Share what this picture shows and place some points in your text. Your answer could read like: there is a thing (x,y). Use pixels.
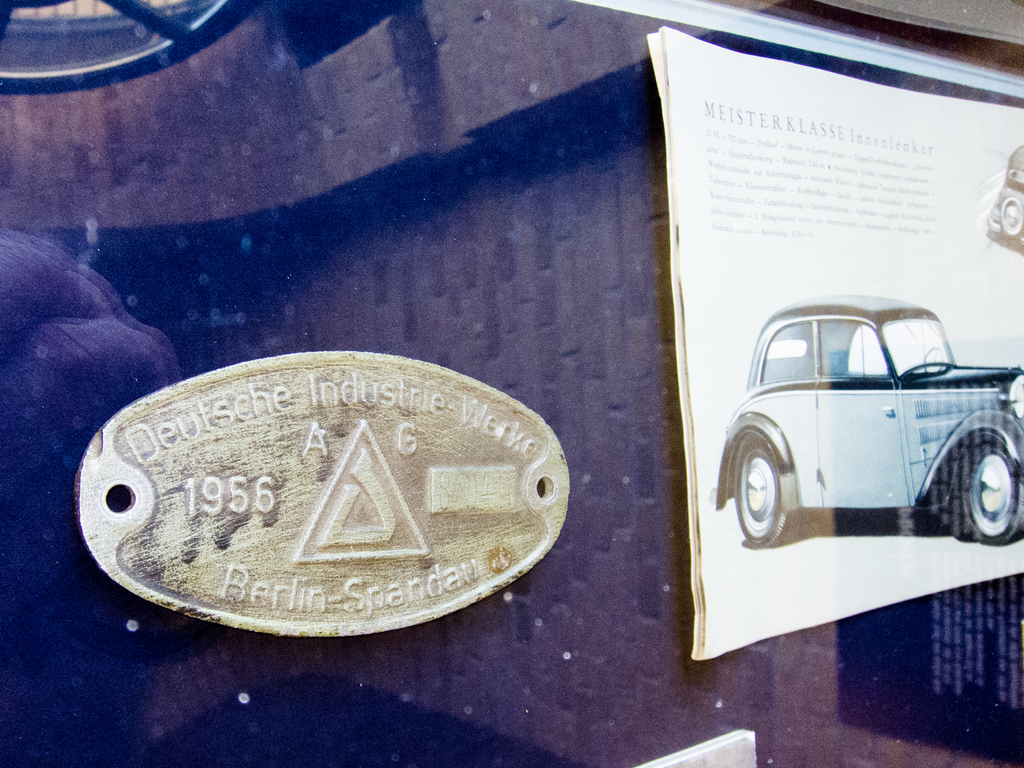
This picture looks like a photo taken through glass (301,311), in which I can see a vehicle (956,374), board (383,544) and a brochure (851,516).
